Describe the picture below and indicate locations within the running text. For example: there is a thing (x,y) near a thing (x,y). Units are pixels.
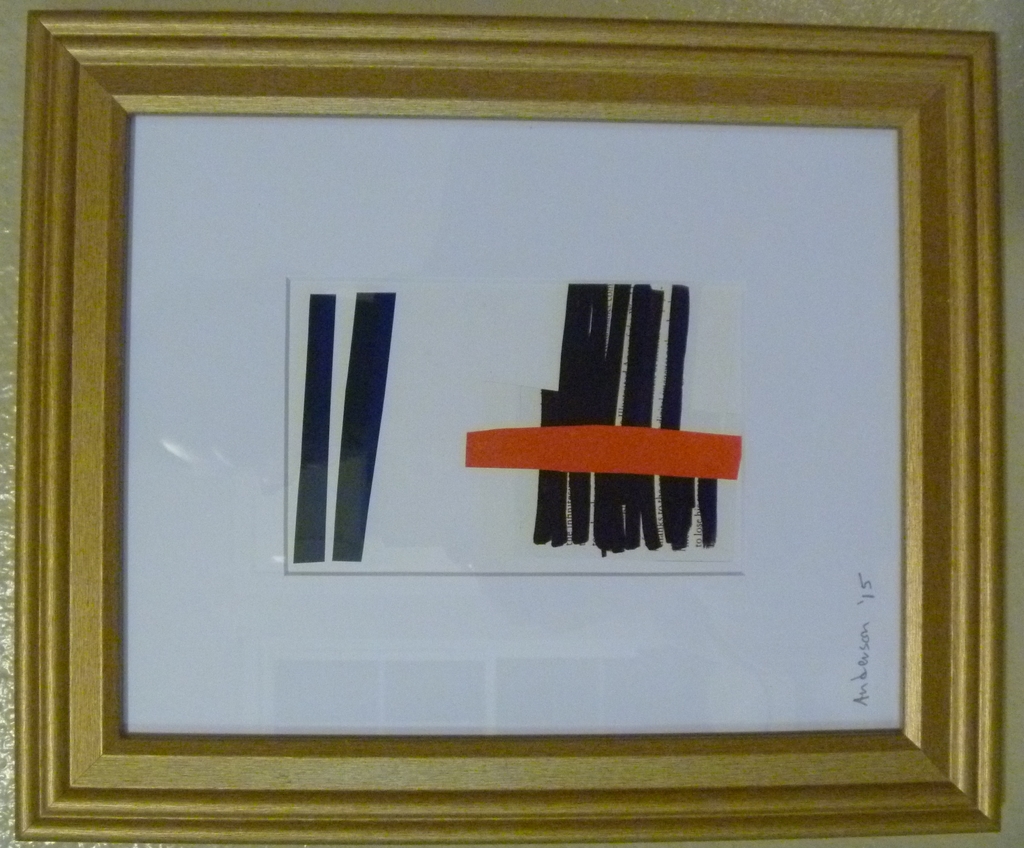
In the picture we can see a photo frame (771,93) with a white color in that with some black lines (315,486) and one red line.
